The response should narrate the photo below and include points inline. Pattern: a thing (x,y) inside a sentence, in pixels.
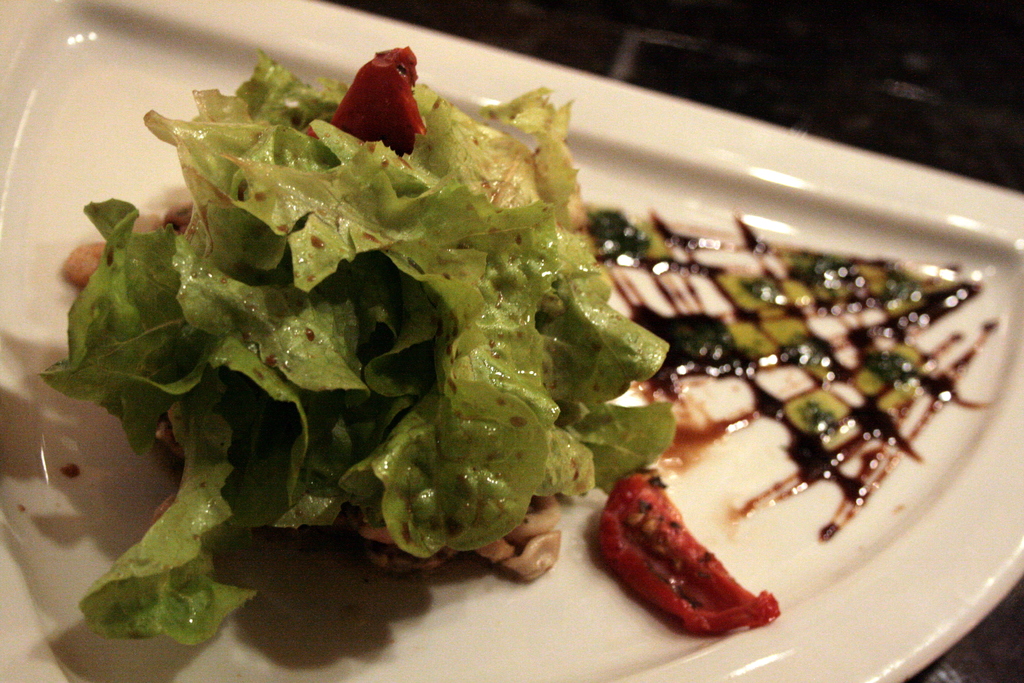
In this image there is a plate (42,603), in that plate (702,128) there is a food item (423,329).
